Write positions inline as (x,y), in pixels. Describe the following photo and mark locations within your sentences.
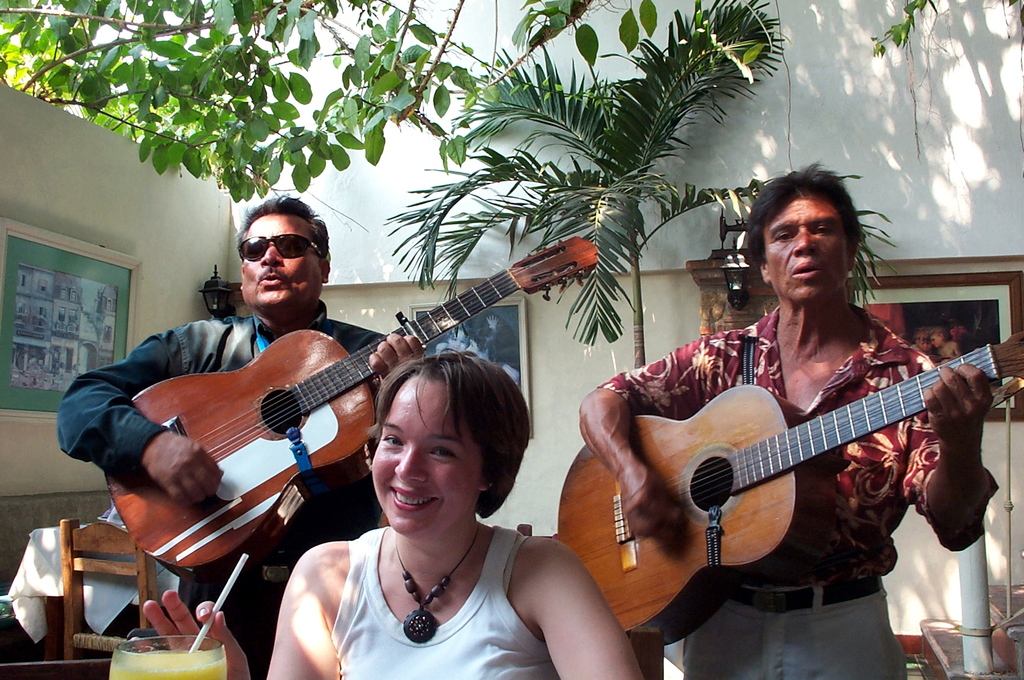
In this picture we can see two men (822,367) and one woman (384,483) where two men (774,369) are holding guitars (224,376) in their hands (970,441) and playing it and this woman (501,472) is smiling holding straw (241,568) with her hand (207,633) and here we have glass (158,662) with drink (150,661) in it and in background (2,305) we can see wall (835,159), trees (205,151), frames (52,315).
